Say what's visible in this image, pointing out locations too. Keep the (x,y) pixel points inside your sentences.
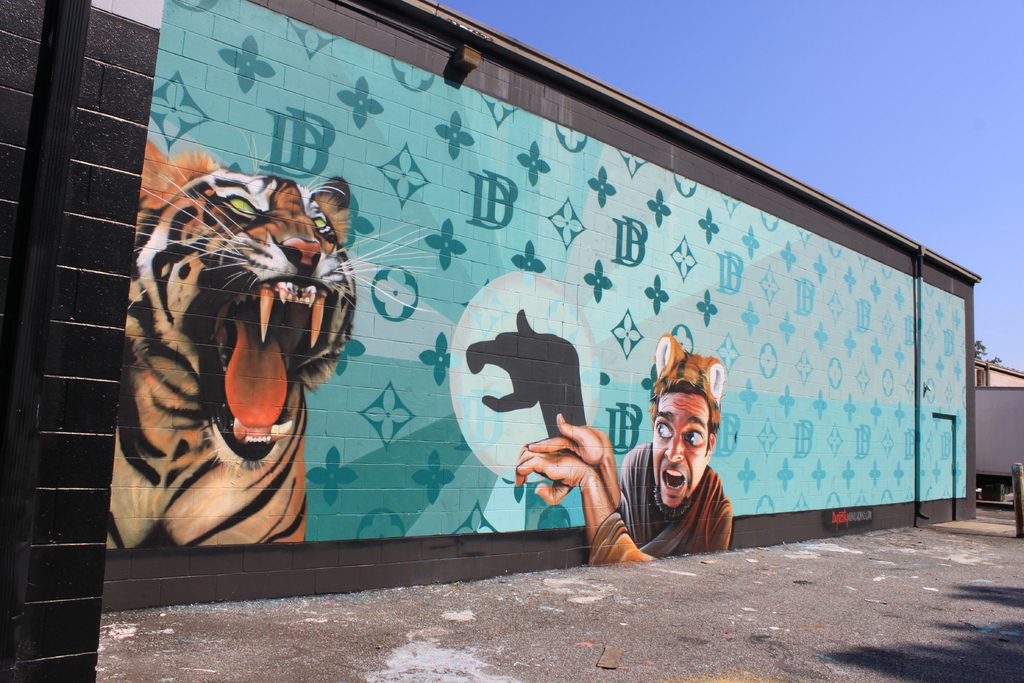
In this picture we can see the road (902,566), wall (862,511) with a painting (612,369) of a man (673,412) and a tiger (166,289) on it, pipes (47,67) and in the background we can see the sky (857,174).
